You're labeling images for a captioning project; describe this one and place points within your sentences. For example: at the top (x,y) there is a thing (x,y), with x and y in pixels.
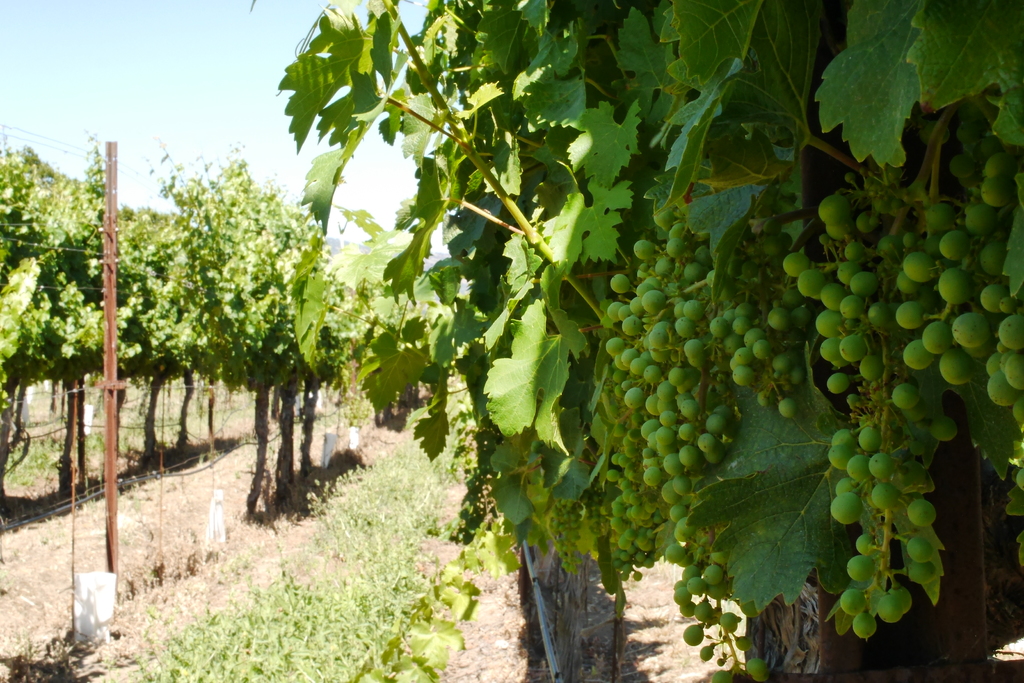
In this image we can see bunches of grapes (624,365) on plants (538,229). Also there are poles (164,454) and few other plants (234,337). And there's grass (300,590) on the ground (295,562). In the background (233,98) there is sky (236,96).
